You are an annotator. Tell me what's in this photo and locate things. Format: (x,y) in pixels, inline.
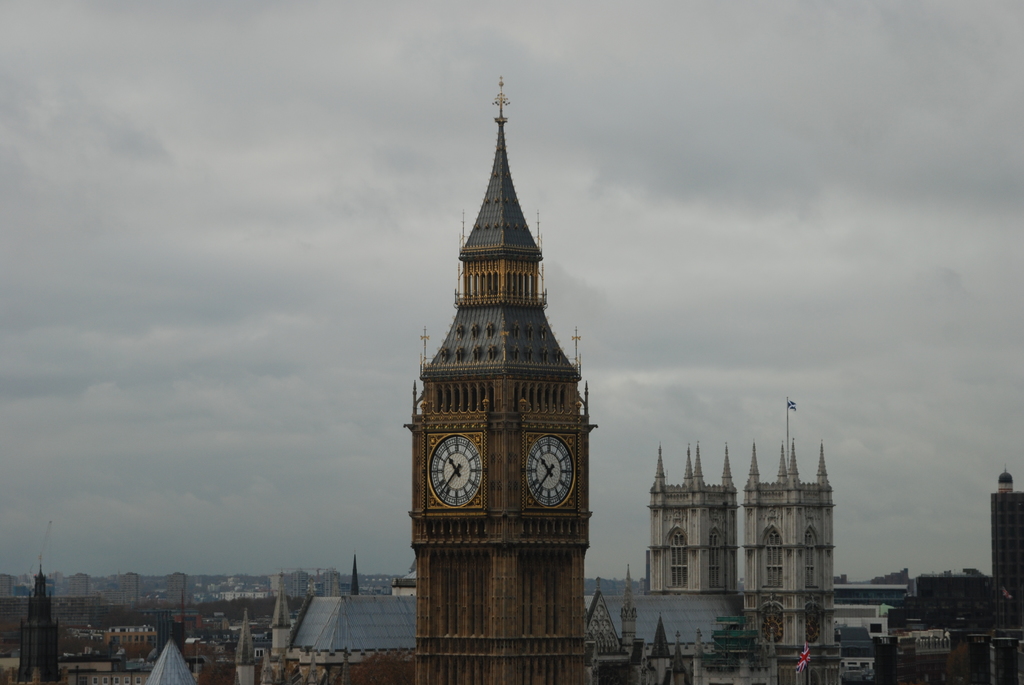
As we can see in the image there are buildings (525,627), trees (246,611), sky (152,472) and clouds (257,301).
